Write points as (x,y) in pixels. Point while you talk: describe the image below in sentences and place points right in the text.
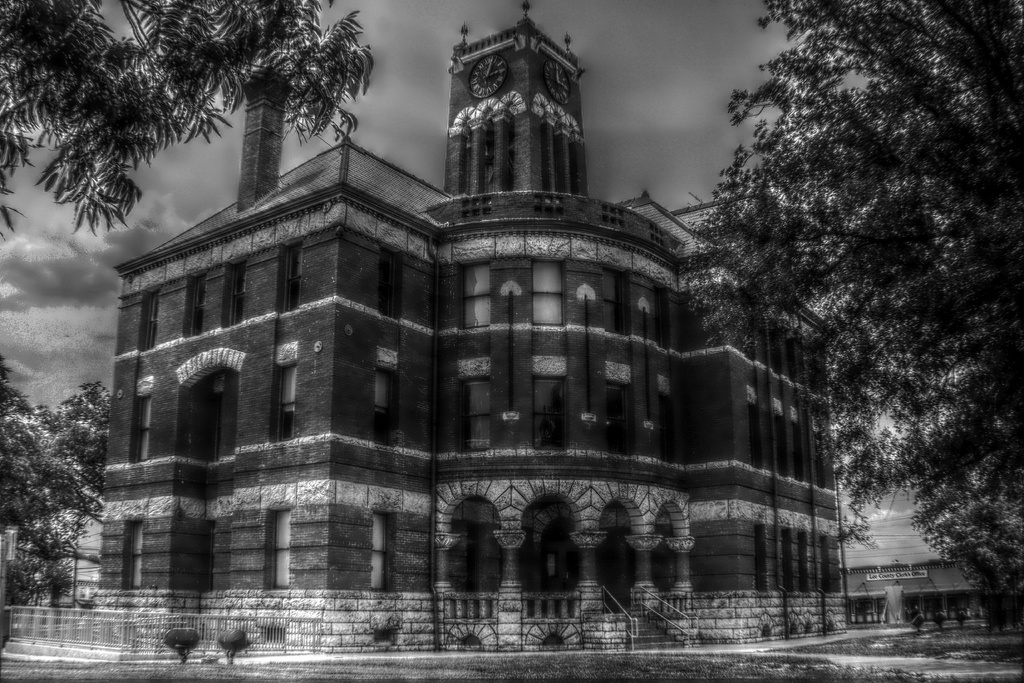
This is a black and white image. In the middle of this image (500,422) there is a building (455,416). At the bottom (489,654), I can see the road (364,657). On the right (919,366) and left side of the image (85,32) there are trees (862,285). At the top of the image (669,107) I can see the sky (622,102) and it is cloudy. At the top of the building (529,131) there is a clock tower (518,90).
